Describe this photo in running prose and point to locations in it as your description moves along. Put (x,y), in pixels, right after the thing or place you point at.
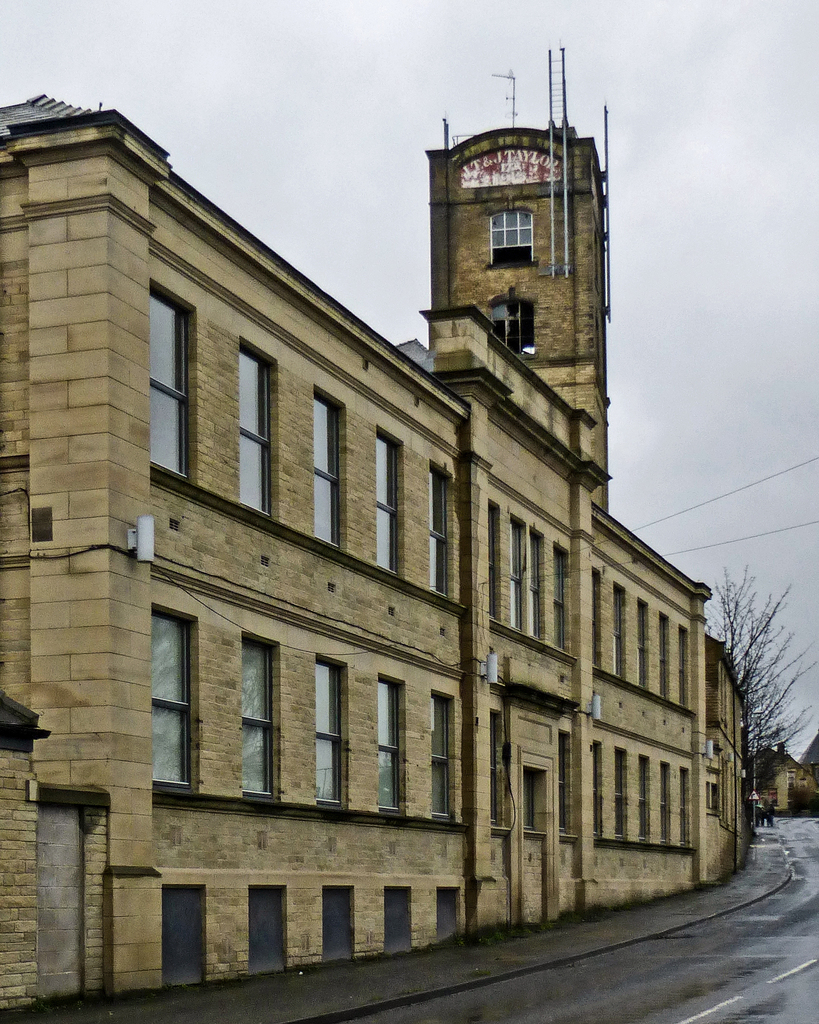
This image is taken outdoors. At the top of the image (293,125) there is the sky (293,94) with clouds (712,134). At the bottom of the image (547,990) there is a road (522,994) and there is a sidewalk (457,963). In the middle of the image (451,614) there are a few buildings (498,690) and houses (783,765) with walls (295,784), windows (791,778), doors (165,966) and roofs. There are a few iron bars (550,128) and there is a tree (765,695).
